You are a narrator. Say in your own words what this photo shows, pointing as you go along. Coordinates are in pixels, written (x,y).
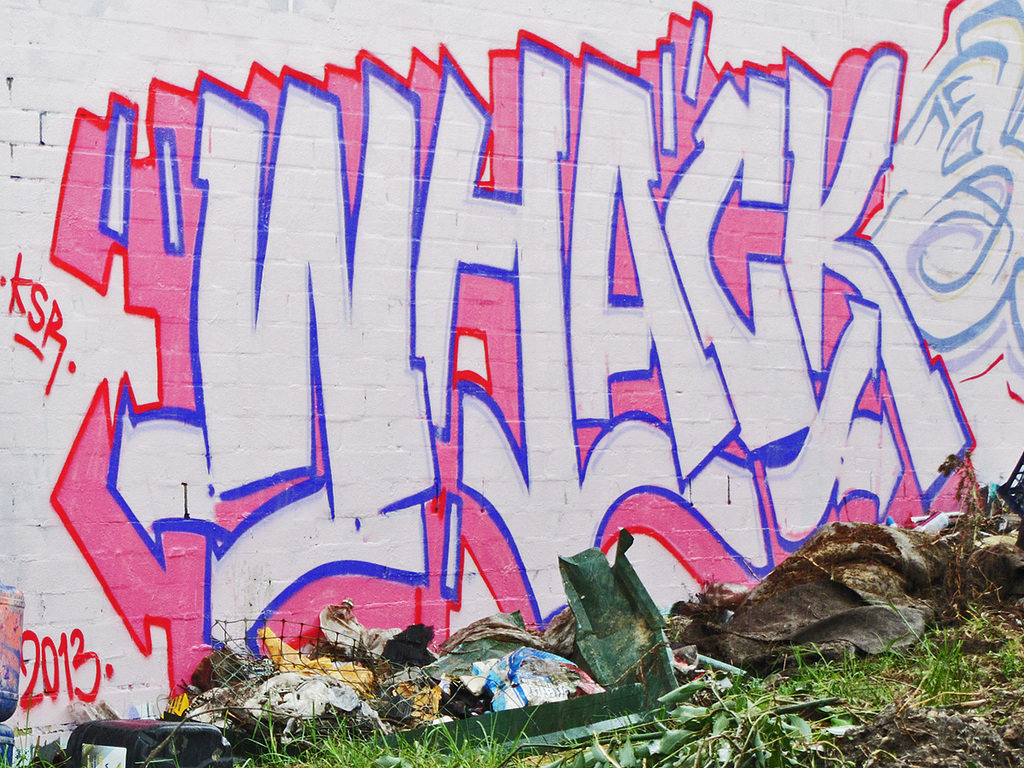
In this image, I can see the painting (342,315) on the wall (322,173). This looks like a garbage (527,652) with the waste materials (715,646). I can see the grass (459,752) and leaves (782,735).
